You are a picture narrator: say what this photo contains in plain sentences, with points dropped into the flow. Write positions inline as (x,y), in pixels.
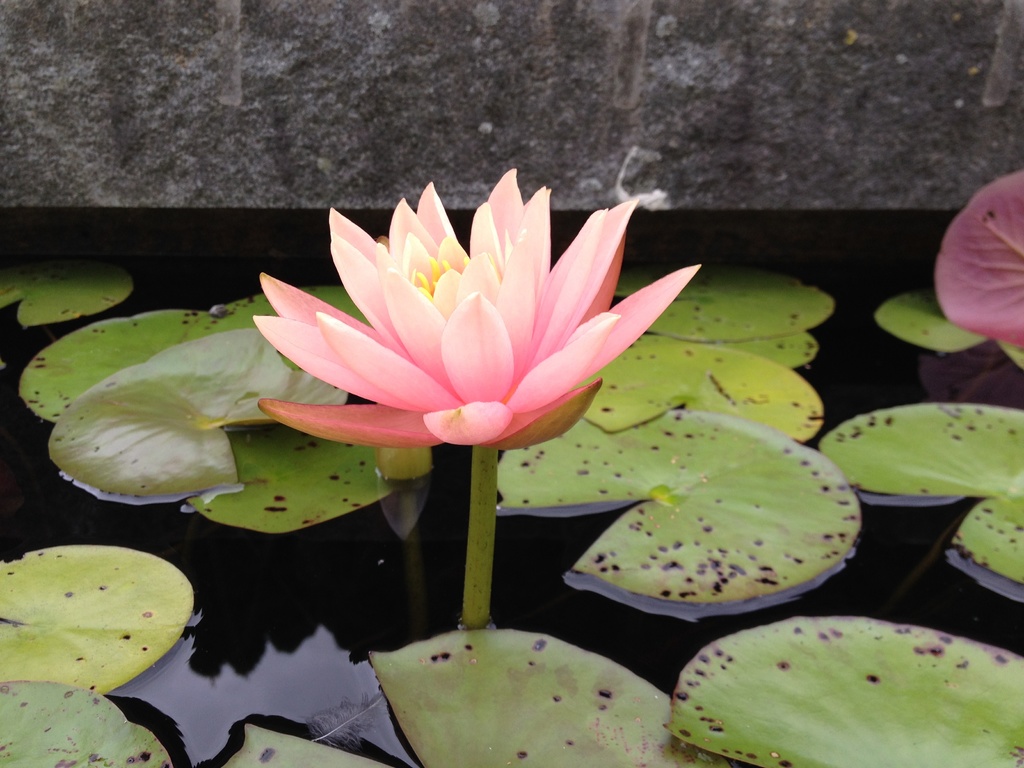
In this image I can see water (81,507) and on it I can see number of green colour leaves (543,502). I can also see a pink colour lotus (453,355) in the center (466,393) and on the right side of this image (1000,304) I can see a pink colour leaf (941,268).
